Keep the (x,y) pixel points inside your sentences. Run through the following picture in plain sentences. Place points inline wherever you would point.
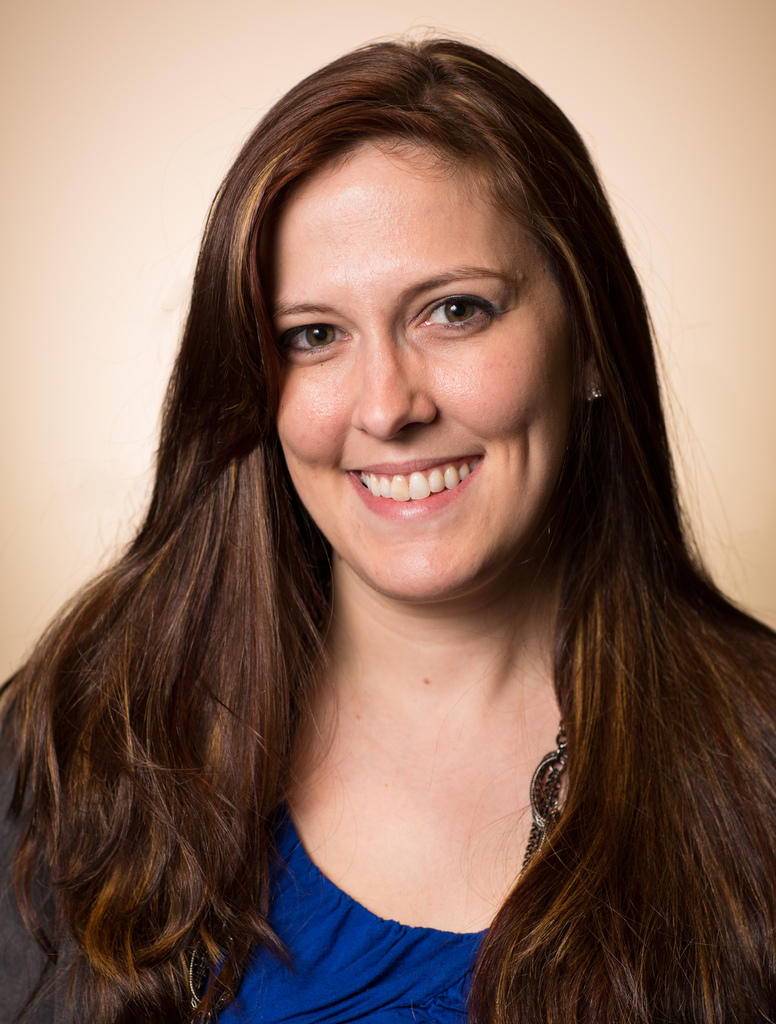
Here we can see a woman (469,794) is smiling and in the background (228,81) we can see the wall (710,95).
